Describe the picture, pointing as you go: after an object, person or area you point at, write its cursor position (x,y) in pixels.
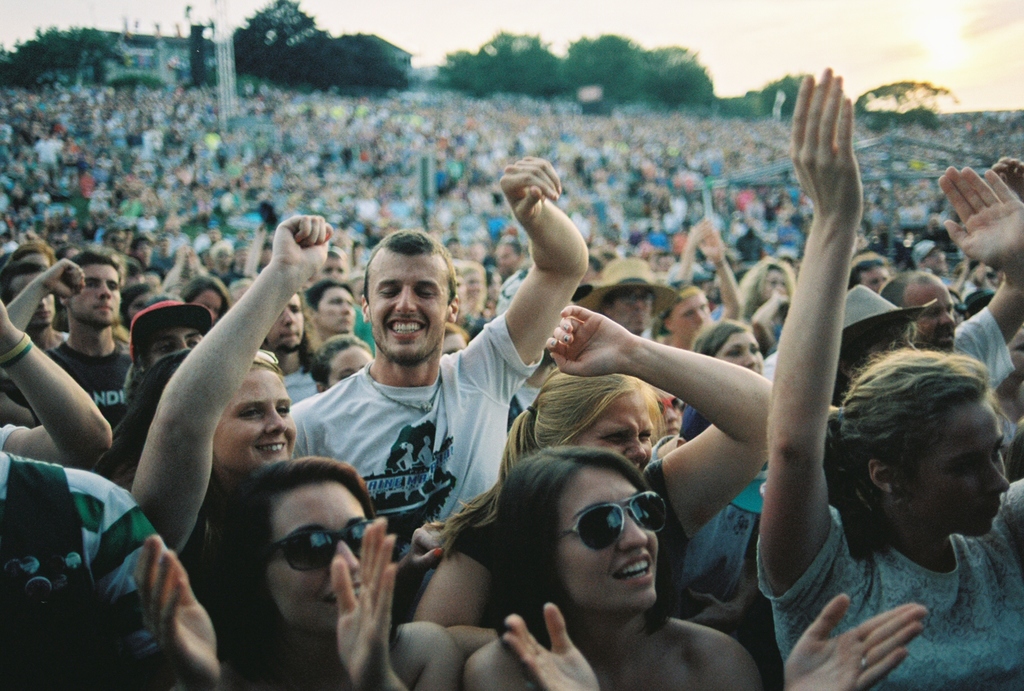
In the image there are many people (530,206) standing on a ground (245,130), they all are cheerful, in the background (720,66) there are trees (287,45) and above its sky (435,48).
